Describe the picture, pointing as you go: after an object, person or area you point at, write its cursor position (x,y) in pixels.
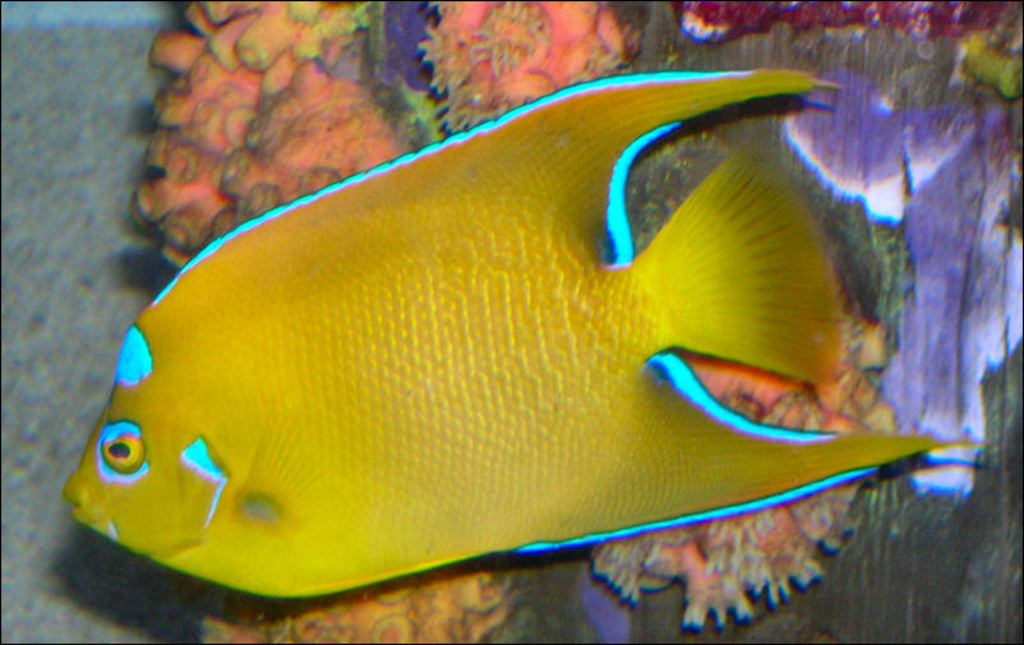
In the middle of the image (470,363) we can see a fish (597,376) and we can see underwater plants (449,96).
